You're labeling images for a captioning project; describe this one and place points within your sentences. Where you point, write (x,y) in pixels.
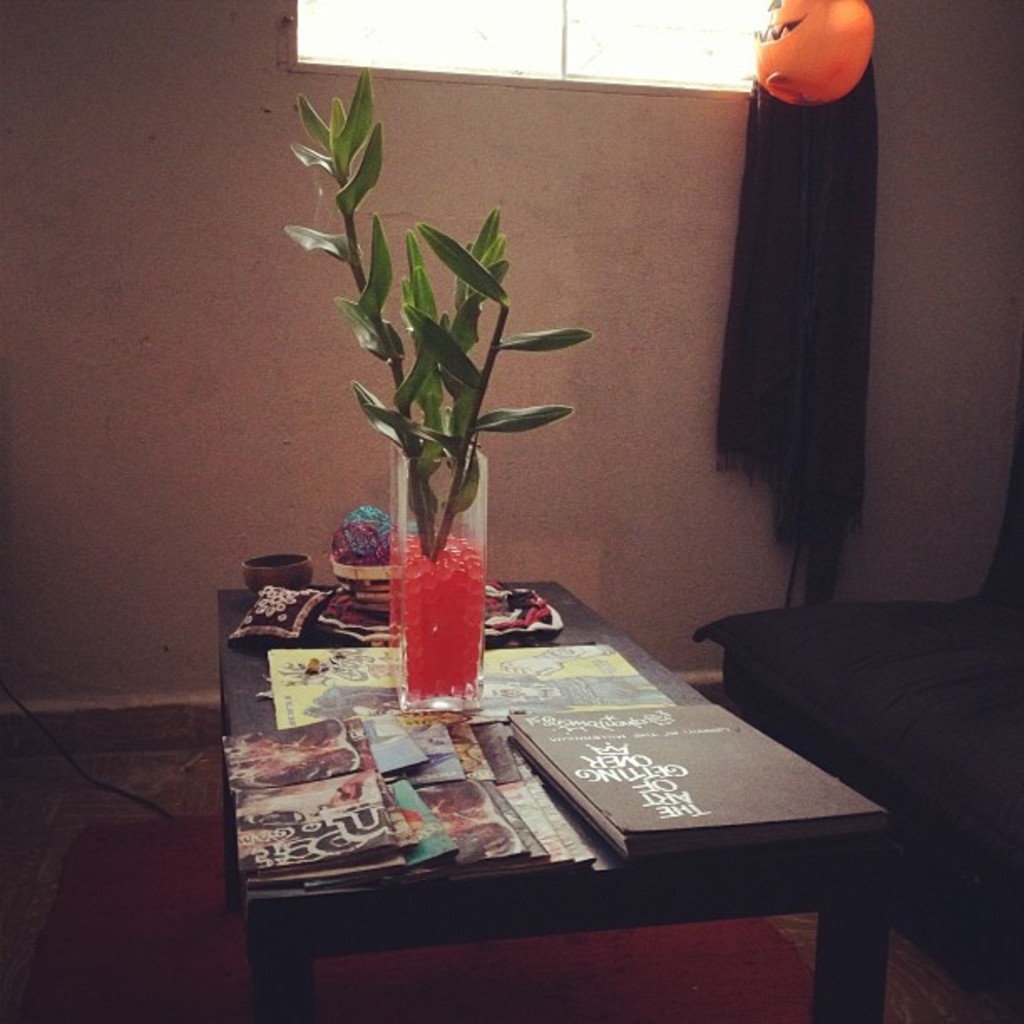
In this picture we can see table (619,659) and on table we have vase (418,596) plant (400,390) in it, small pillow (269,608), book (599,752), cards (372,743), bowl (249,566), cloth (532,591) and aside to this there is chair (919,699) and in the background (654,270) we can see wall (515,111), window (508,65), scarf (765,153), pumpkin (782,45).
